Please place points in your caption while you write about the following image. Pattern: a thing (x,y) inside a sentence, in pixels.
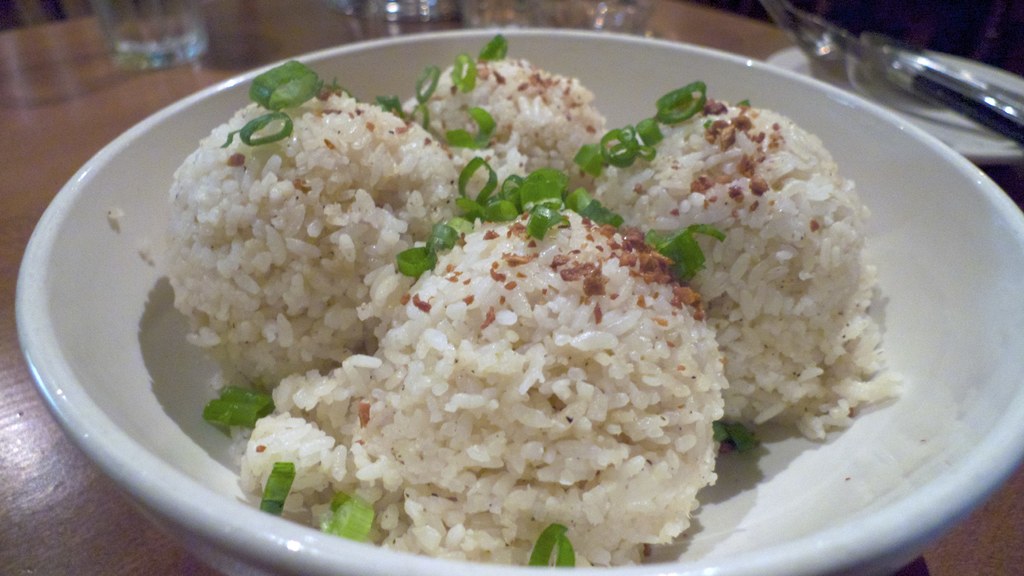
In this image we can see rice (379,298) in a plate (788,77) on a table (76,71) and it is decorated with green veggie (425,251) on it. In the background (152,51) we can see glasses (117,52), spoons (864,75) in a plate (888,77) are on the table (89,69).
